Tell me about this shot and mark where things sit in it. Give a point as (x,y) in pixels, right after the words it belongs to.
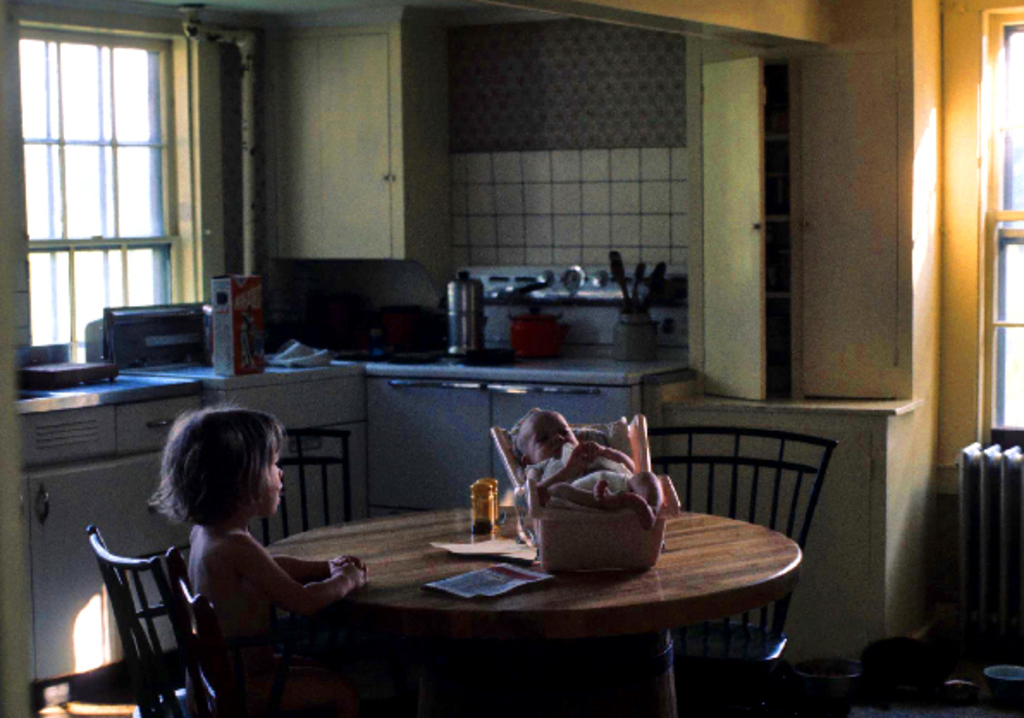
In this picture we can see child (206,439) sitting on chair (193,628) and in front of her on table (471,562) we have baby (597,465), paper (482,574), bottles (471,523) and beside to them we can see door (456,502) and box (227,357), vessel (453,347), spoons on it and in background (183,195) we can see window (151,174), wall (228,93), pipe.
